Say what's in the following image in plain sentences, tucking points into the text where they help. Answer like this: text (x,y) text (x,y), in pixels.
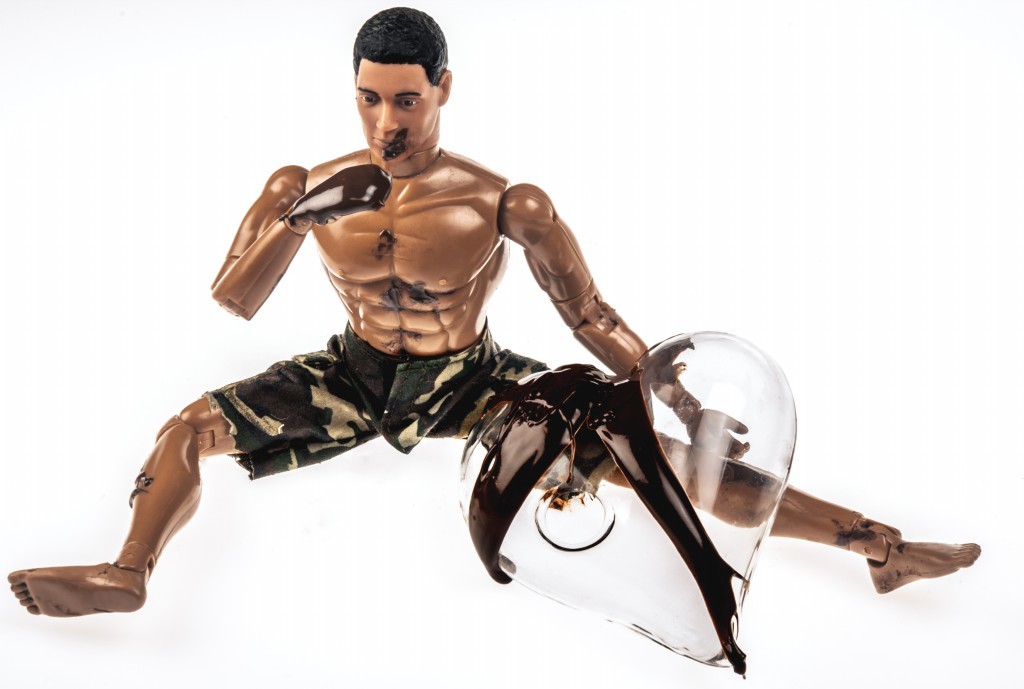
In this image in the front (404,332) there is a toy (413,362).
